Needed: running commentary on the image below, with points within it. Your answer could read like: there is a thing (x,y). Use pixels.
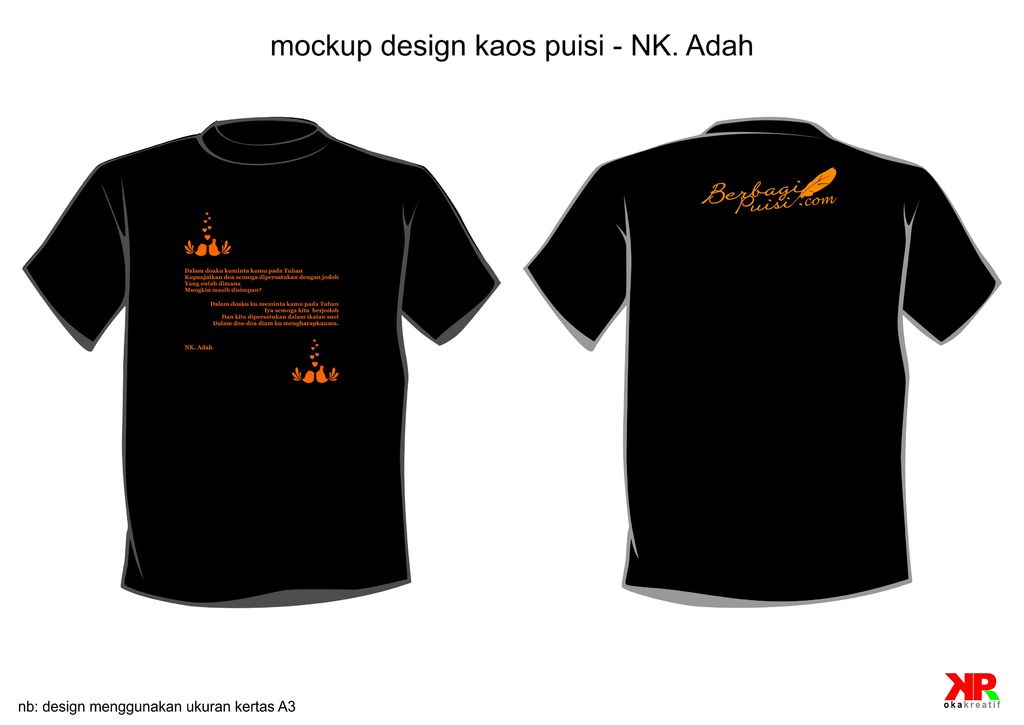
In the image there are two black color t-shirts (367,338). On these something is written in orange.
